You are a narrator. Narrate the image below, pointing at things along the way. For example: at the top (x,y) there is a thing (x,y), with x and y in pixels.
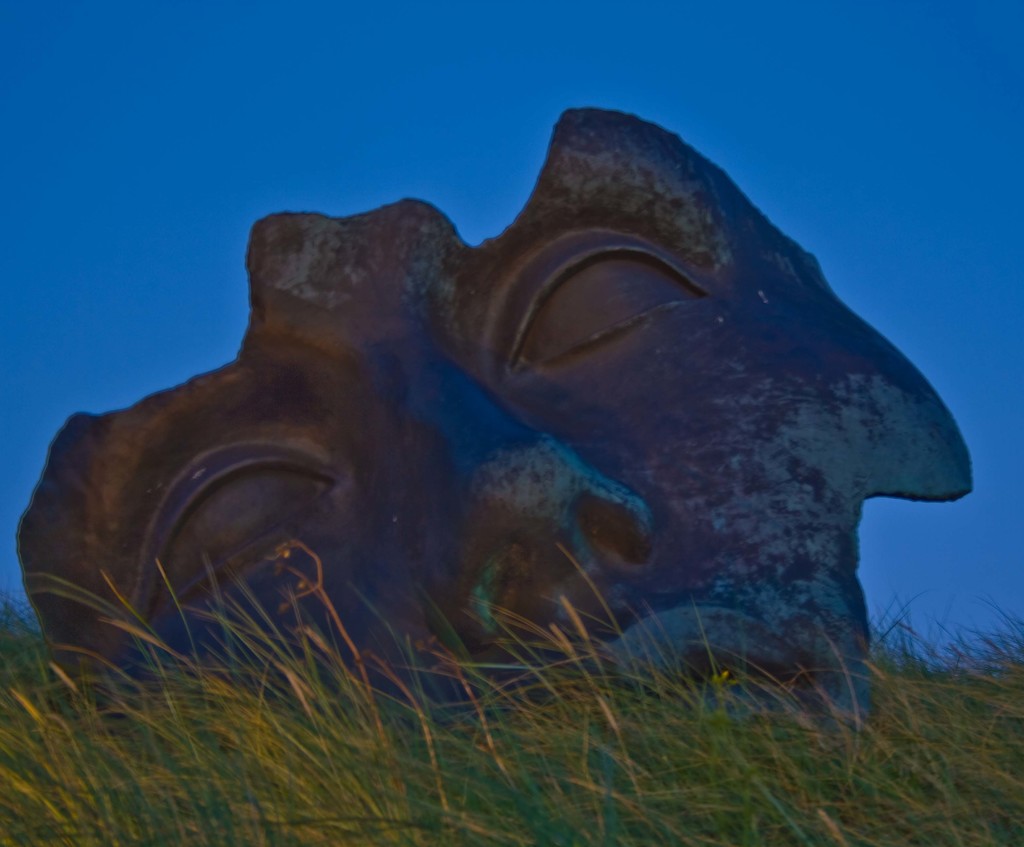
In this image we can see the sculpture (579,478), grass (594,730) and also the sky (793,124).
